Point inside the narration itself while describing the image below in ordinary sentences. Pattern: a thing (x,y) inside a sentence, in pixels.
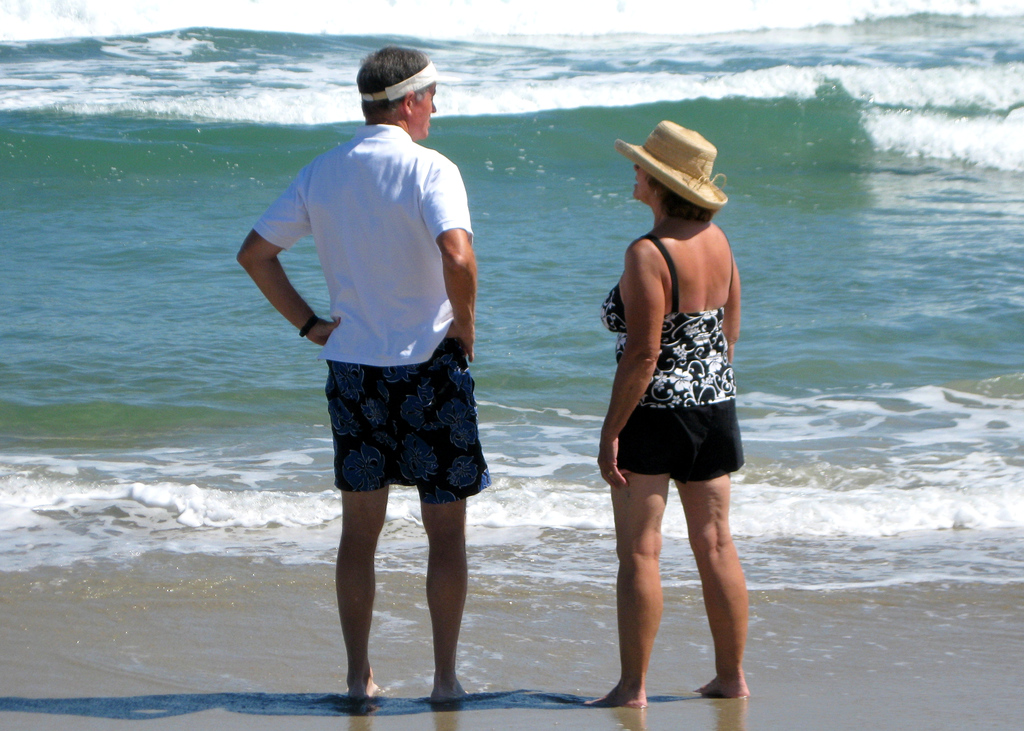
In this image on the left (251,268) there is a man (417,273), he wears a t shirt (415,319), trouser (375,417), he is standing. On the right (685,411) there is a woman (689,390), she wears a dress (698,327) and hat (686,163), she is standing. In the background (580,592) there are waves (746,185), water (832,209) and seashore (860,627).
